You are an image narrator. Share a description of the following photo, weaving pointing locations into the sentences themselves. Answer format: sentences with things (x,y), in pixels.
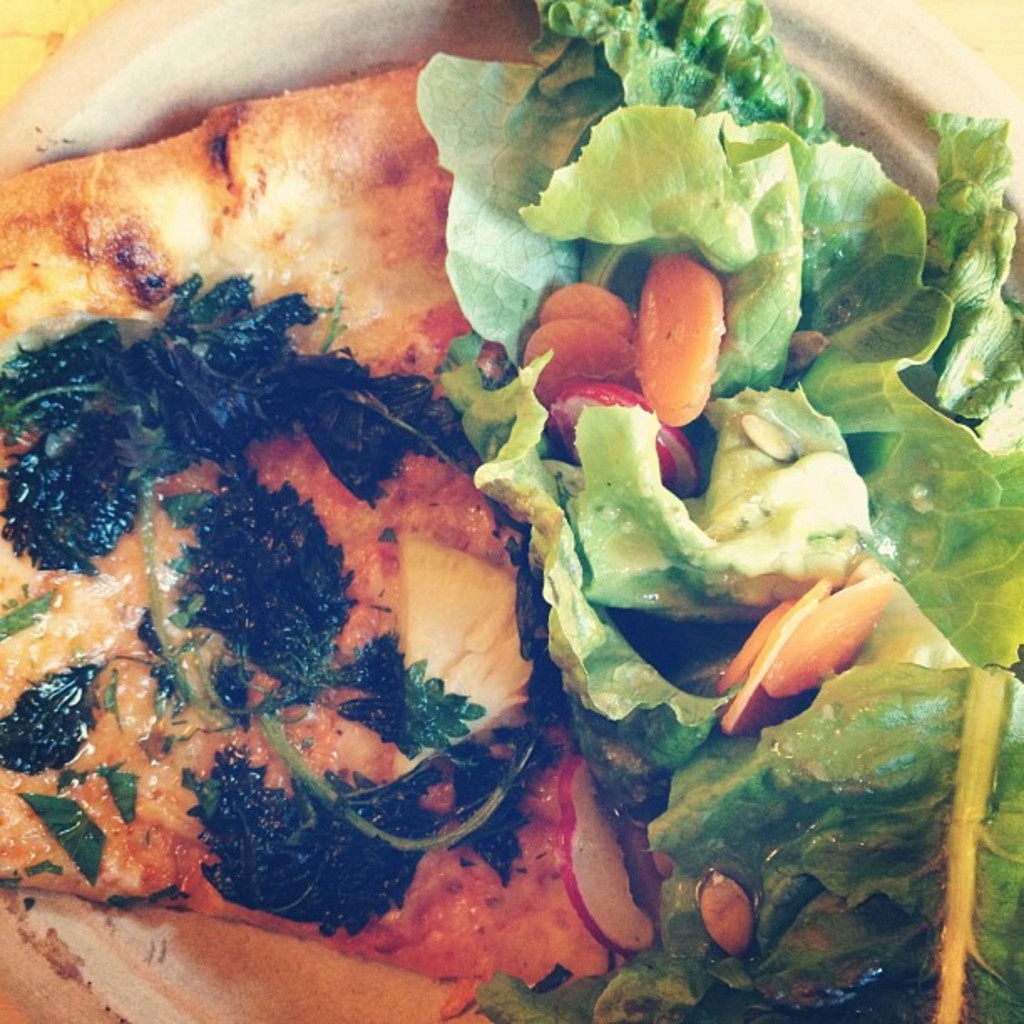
In this image there is one plate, in the plate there are some food items (882,558).
